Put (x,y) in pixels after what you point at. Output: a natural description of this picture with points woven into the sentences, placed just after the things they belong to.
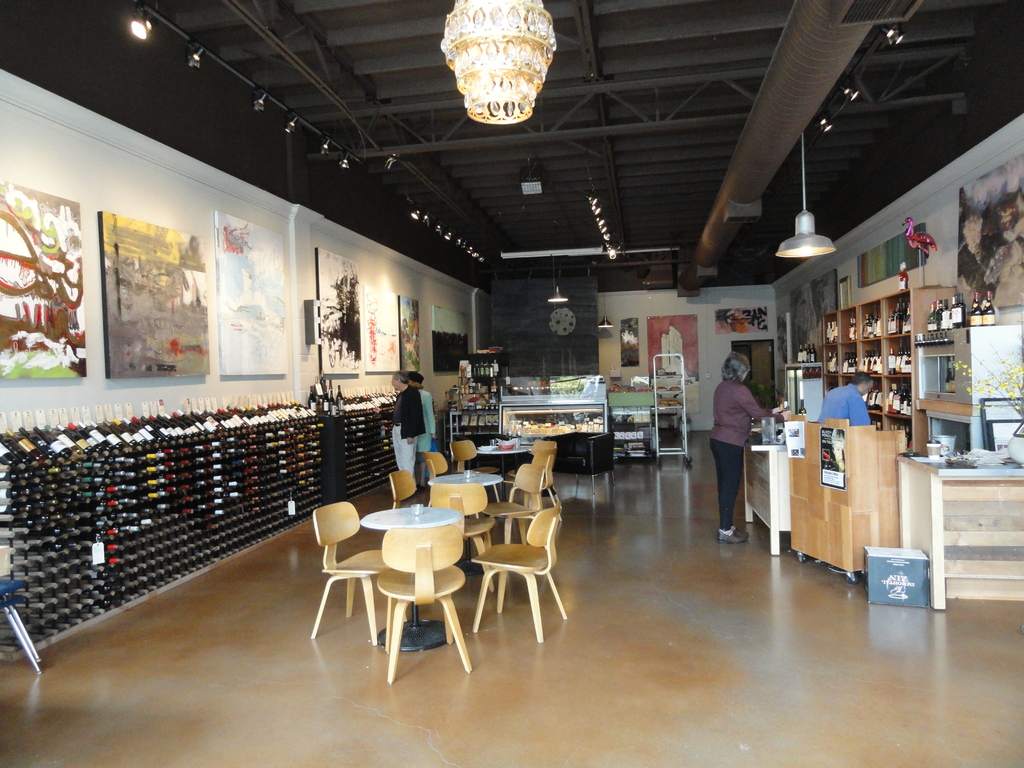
Here we can see a woman (756,395) standing and there is a man (857,401) looking at something. Here we can see two persons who are looking at this. Here we can see a table (400,523) with chair arrangement (432,540).
